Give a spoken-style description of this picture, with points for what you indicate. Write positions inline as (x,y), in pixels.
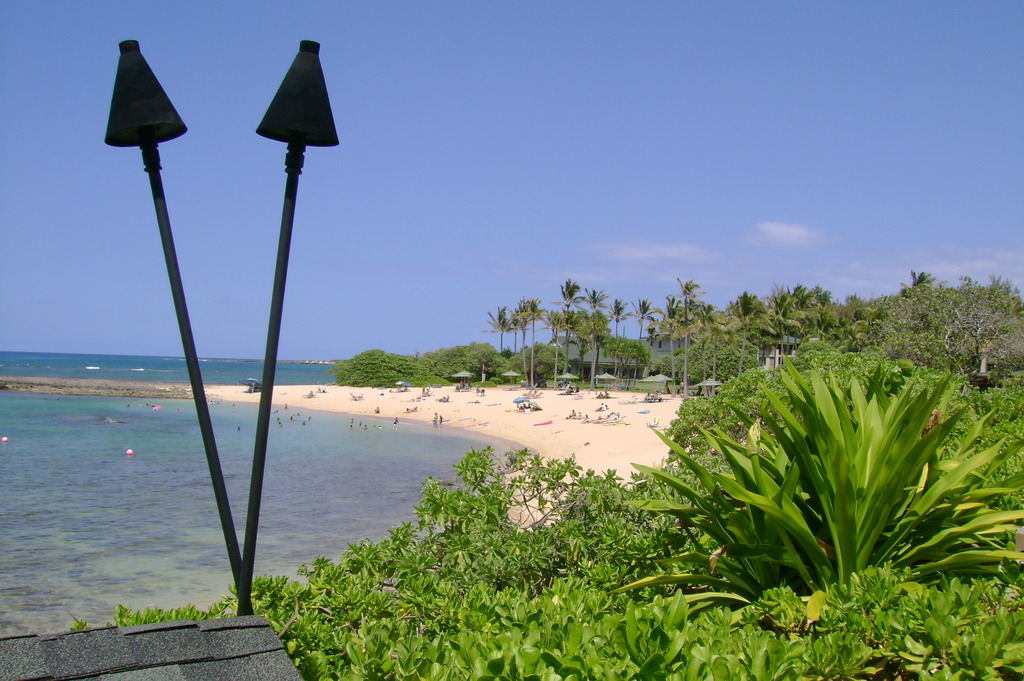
To the right side (954,508) bottom of the image (946,553) there are many trees (846,523). And to the left side (201,631) bottom of the image (231,636) there is a roof (190,641) with two lamp poles (265,115) on it. Behind that there is a sea (153,436) with few people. And to the seashore (393,399) there are few people (411,409) and also there are few huts (515,375). And also there are many trees (628,357) and huts (601,359). To the top of the image (261,154) there is a sky (410,195).
